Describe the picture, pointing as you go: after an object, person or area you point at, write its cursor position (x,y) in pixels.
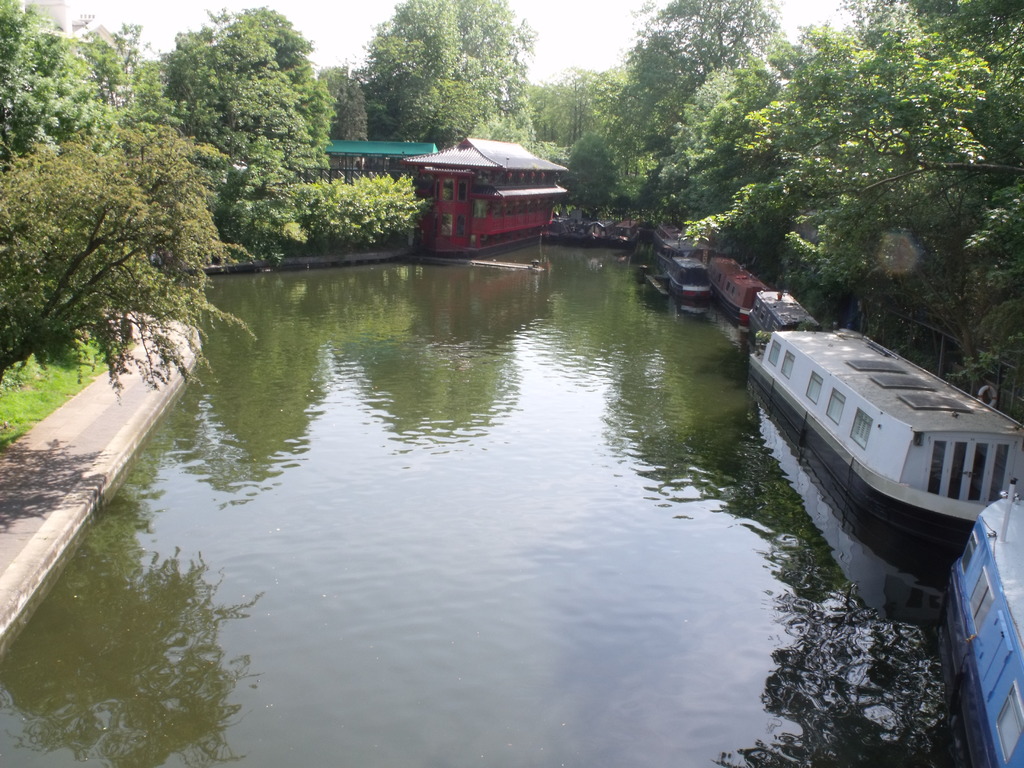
In this image we can see the building (513,162) and also the roof (343,150) for shelter. We can also see the boats (614,236) on the surface of the water (838,562). We can see the path (79,405), grass (76,377), trees (171,223) and also the sky (246,7).
